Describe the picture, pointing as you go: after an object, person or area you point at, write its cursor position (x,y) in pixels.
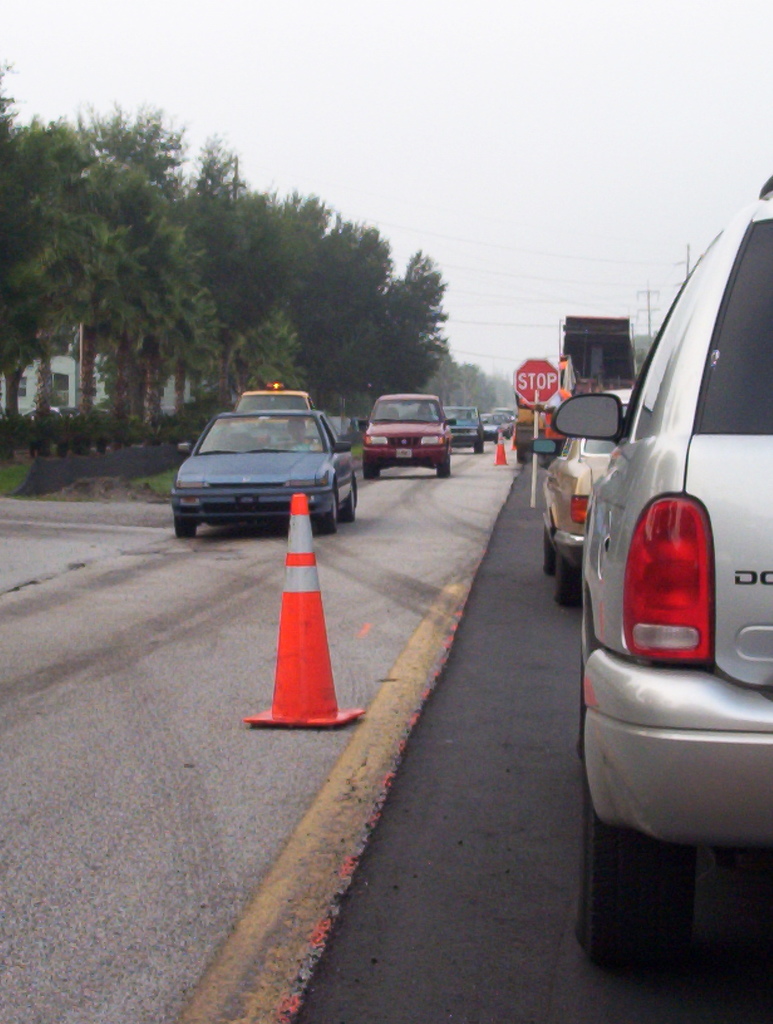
In this image we can see a group of cars (618,855) parked on the road (278,593). In the background (35,302) we can see group of trees (52,288), poles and a sign board (542,402) and sky (604,315).
